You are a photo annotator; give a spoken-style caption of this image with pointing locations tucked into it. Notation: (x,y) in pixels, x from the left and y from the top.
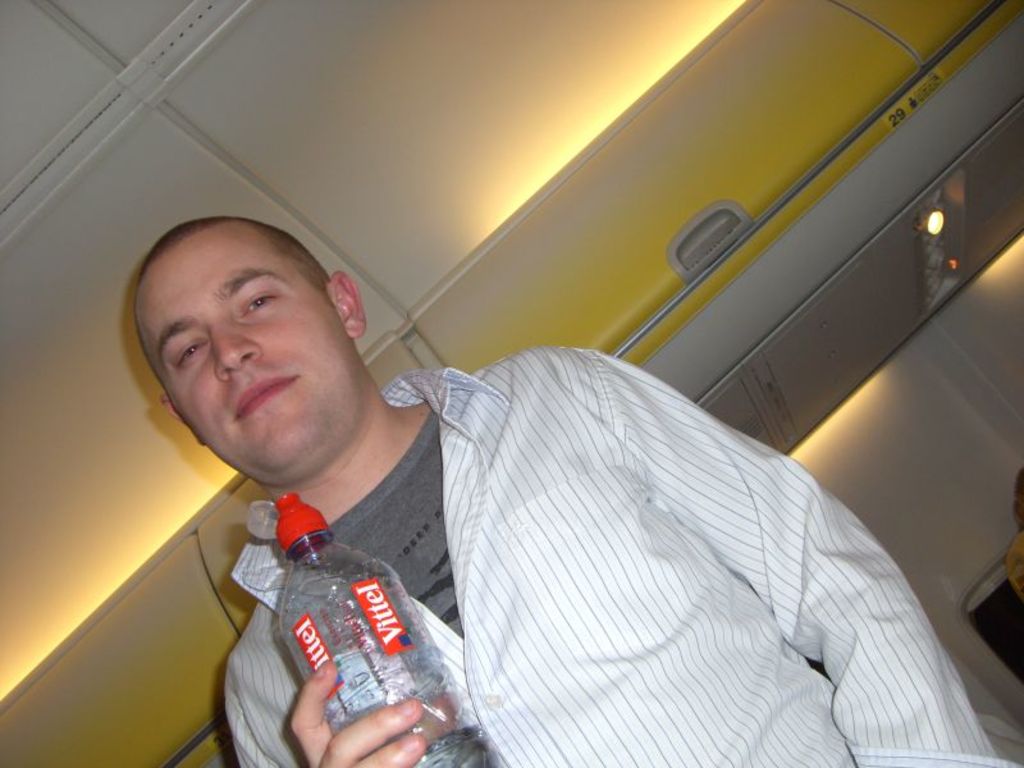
In the picture a person (481,679) is standing and holding the bottle (394,701). In the background (614,234) there is a box (727,198) or luggage carrier (717,297). The person (235,346) is smiling.
